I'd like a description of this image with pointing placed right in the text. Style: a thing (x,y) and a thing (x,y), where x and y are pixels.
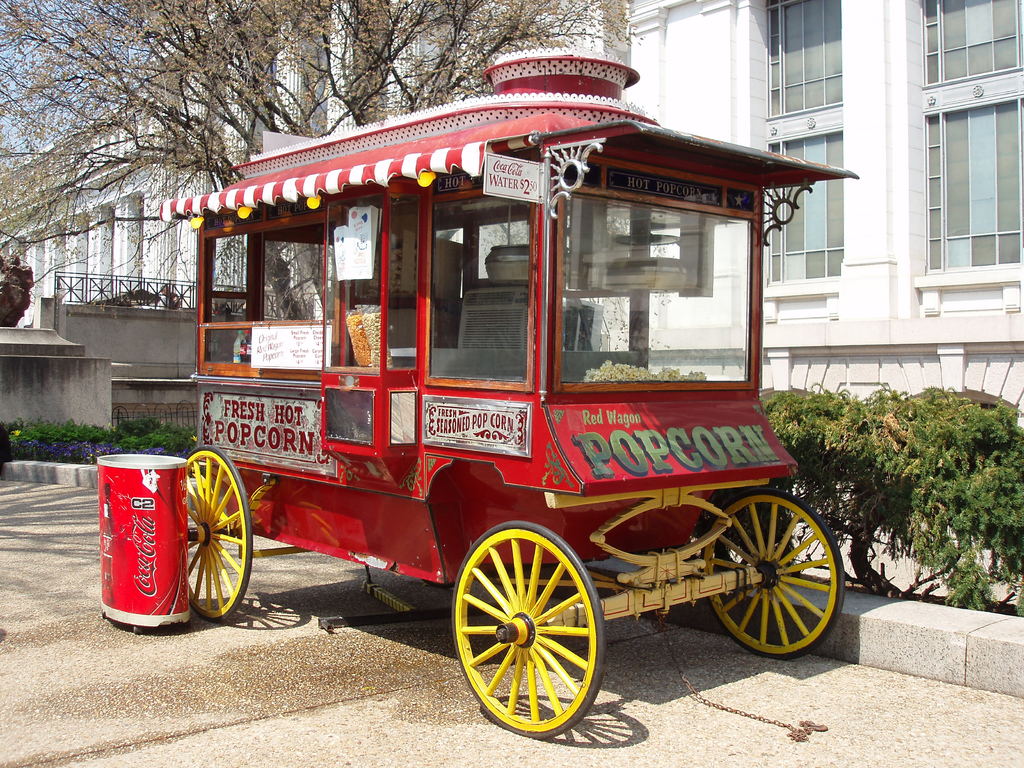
In the picture I can see a vehicle (454,418), a dustbin (147,537), plants (975,454), a building (191,233) which is white in color and a tree (227,27). In the background (27,153) I can see the sky (12,128).
